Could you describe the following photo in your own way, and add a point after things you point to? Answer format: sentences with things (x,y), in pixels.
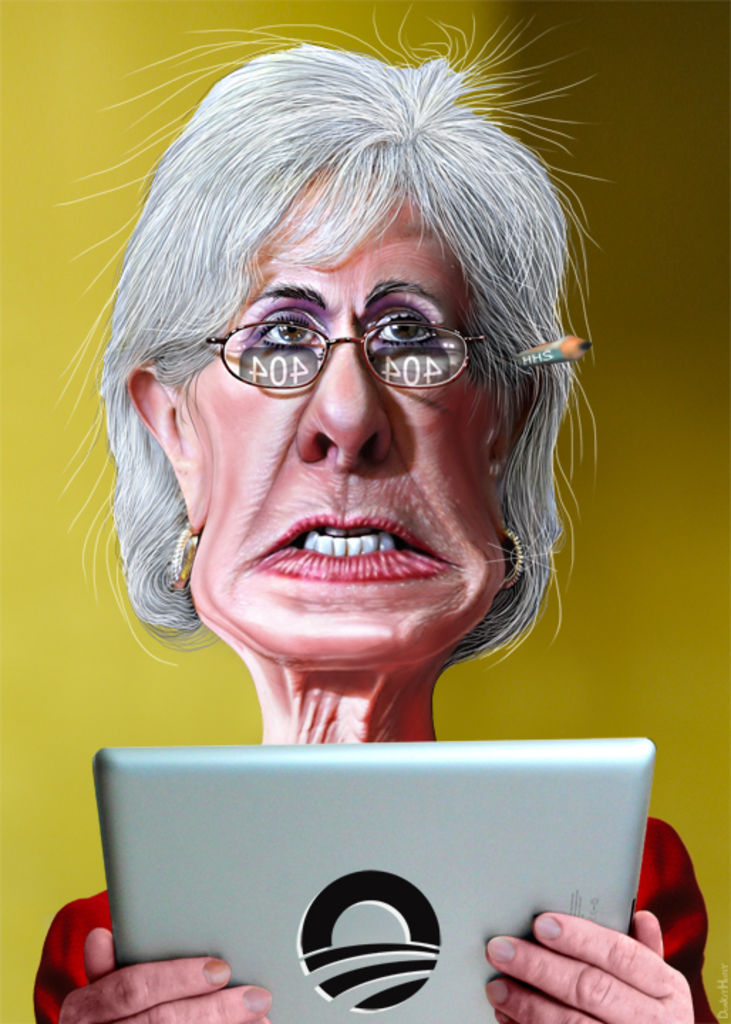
This is an animated image. In this image, in the middle (424,469), we can see a woman (353,485) holding an electronic instrument (615,869). In the background (723,105), we can see yellow color.
